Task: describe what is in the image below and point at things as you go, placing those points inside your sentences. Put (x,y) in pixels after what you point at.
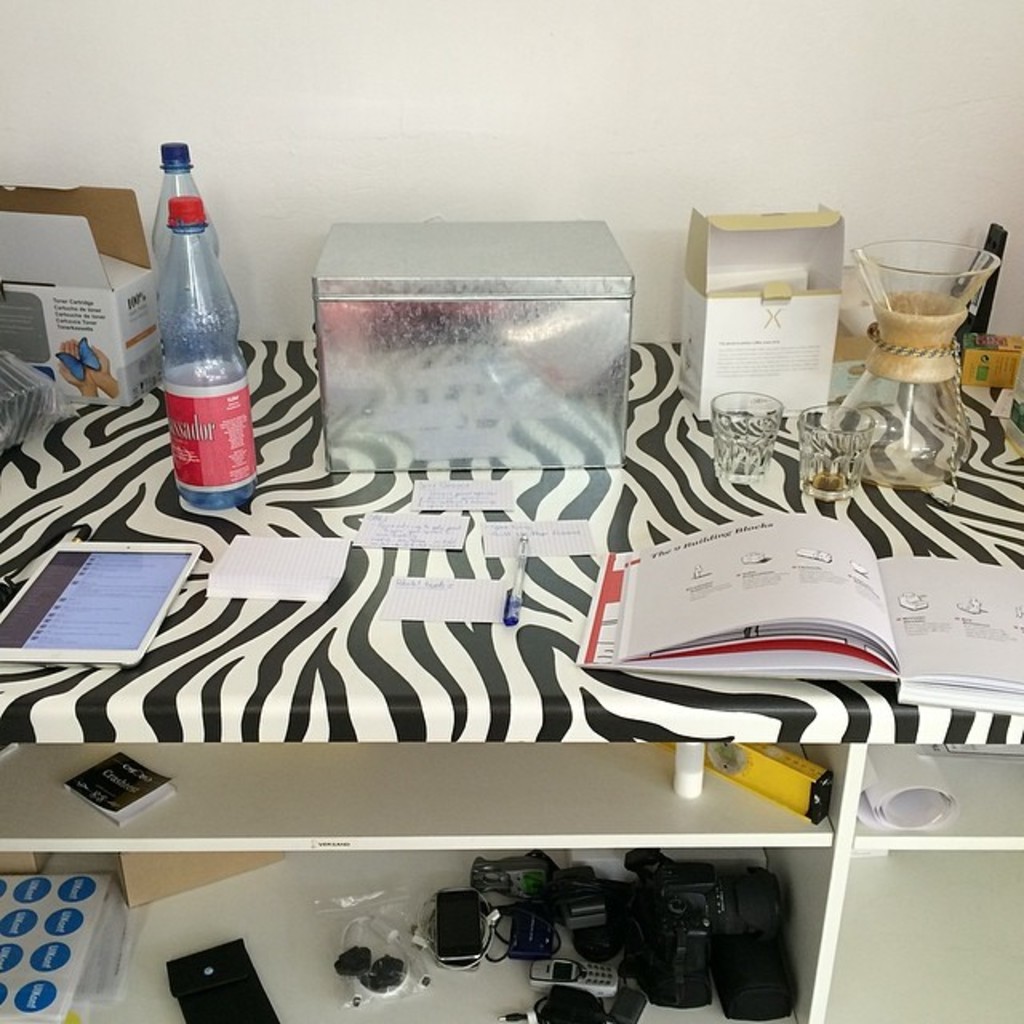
In this picture there is a shelf (516,841) besides a wall (387,204), in the shelf (265,816), there are bottles (220,325), box (495,343), glasses (837,469), books (793,537), papers (303,569), a tab (3,626), a jar (912,455) and some devices (755,914) are placed.
